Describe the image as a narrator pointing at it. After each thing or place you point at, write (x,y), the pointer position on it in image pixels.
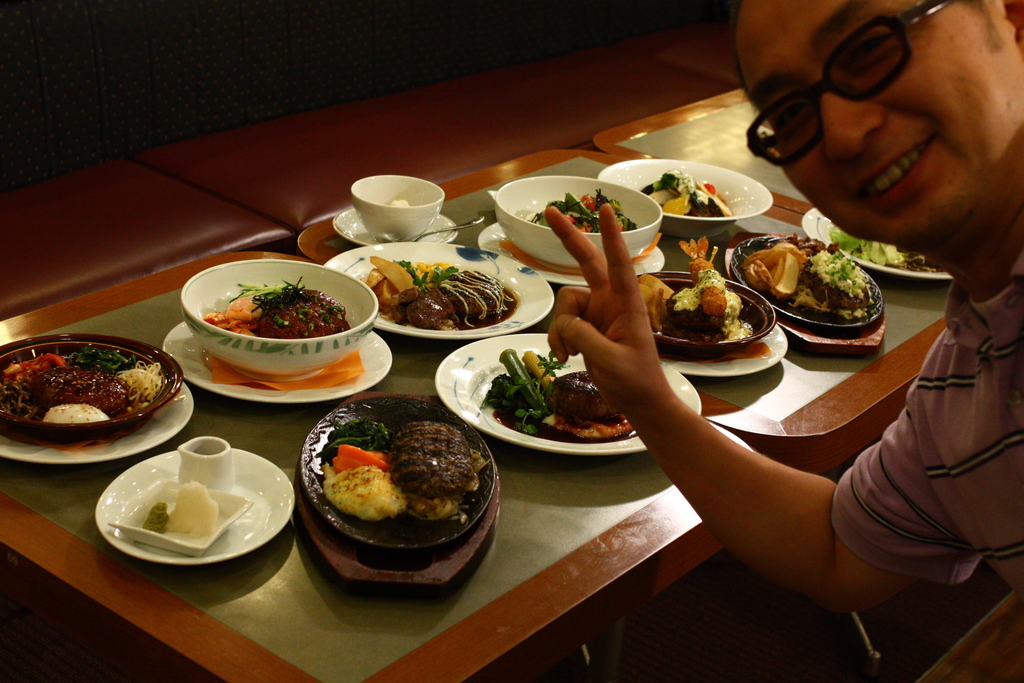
In the image there is a table (531,457) with many plate (170,437) and bowls (249,355) full of food (482,320), dishes (689,297) and salads (868,253) in them and a person (927,44) sitting in front of it on the right side (987,405) showing peace symbol (634,366) and in the back (375,150) there are seats (304,162).
